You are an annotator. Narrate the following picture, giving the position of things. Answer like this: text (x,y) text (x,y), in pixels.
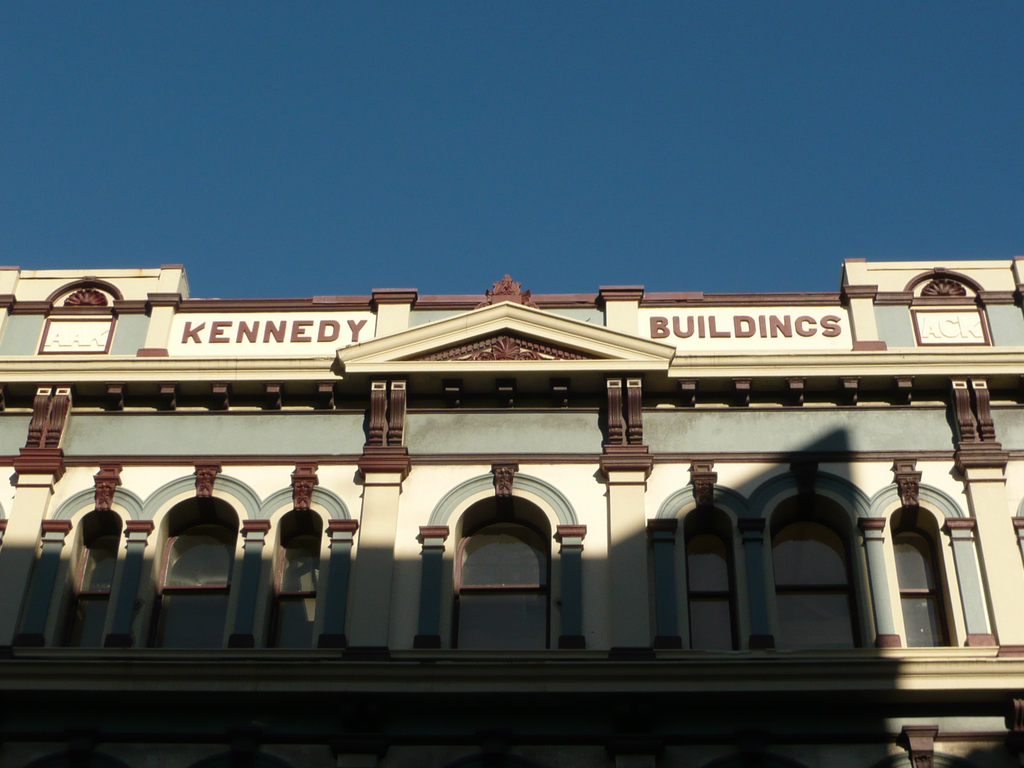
In this image, we can see a building (706,406) with some text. We can also see the sky (468,284).
